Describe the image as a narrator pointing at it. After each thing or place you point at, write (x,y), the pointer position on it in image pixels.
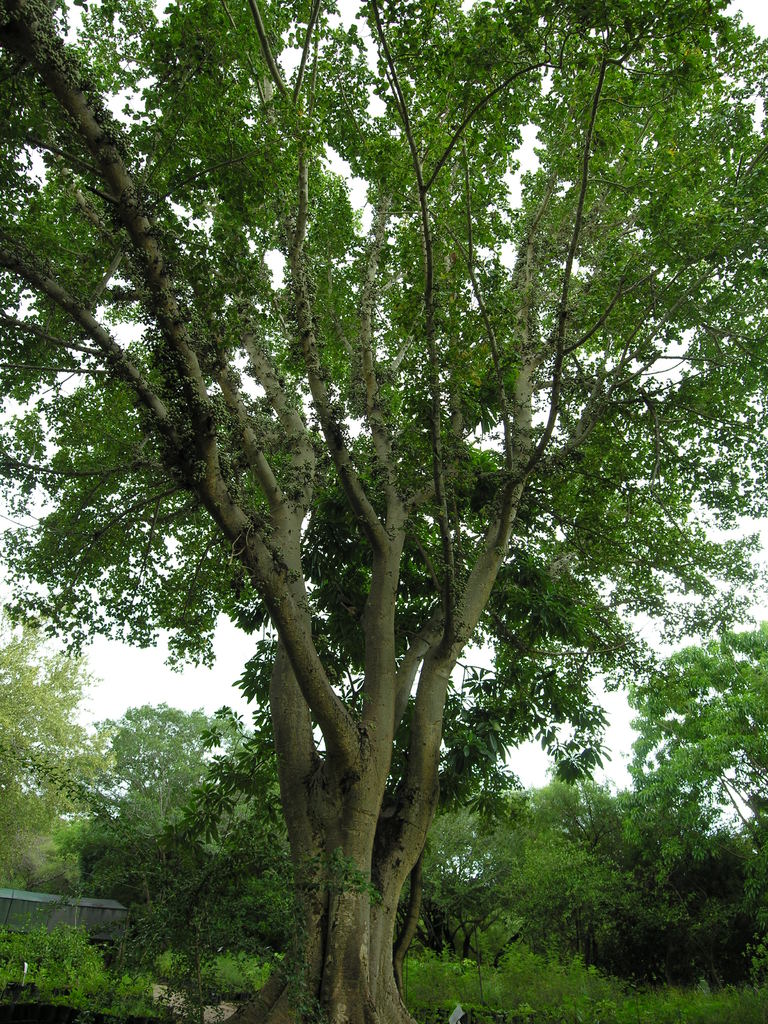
There is a big tree (391,593). On the left side (62,916) there is a box like structure (109,917). In the background (475,816) there are trees (666,861) and sky (86,714).
